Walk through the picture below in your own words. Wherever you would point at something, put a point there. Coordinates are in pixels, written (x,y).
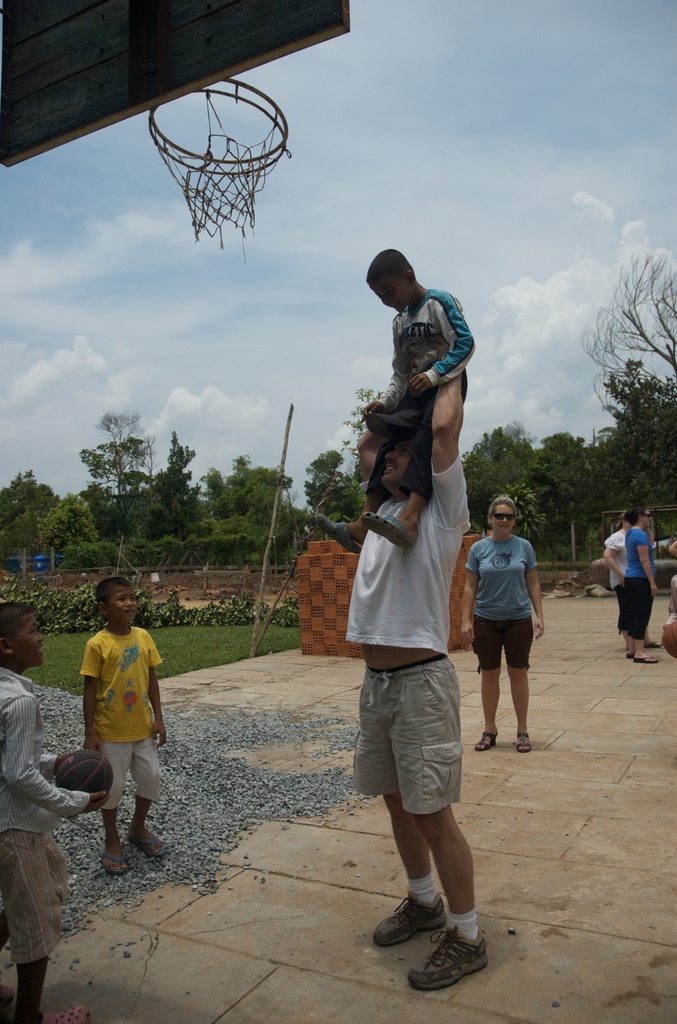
In this image on the ground (250,755) there is a person (455,455) holding a boy (433,323), at the top (208,185) there is a basket ball ring (224,116) attached to the wooden plank (228,15), there is the sky (437,200), in the middle (239,494) there are some trees (653,480), plants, persons (624,538) visible, on the left side (12,914) there is a boy (30,893) holding a ball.
